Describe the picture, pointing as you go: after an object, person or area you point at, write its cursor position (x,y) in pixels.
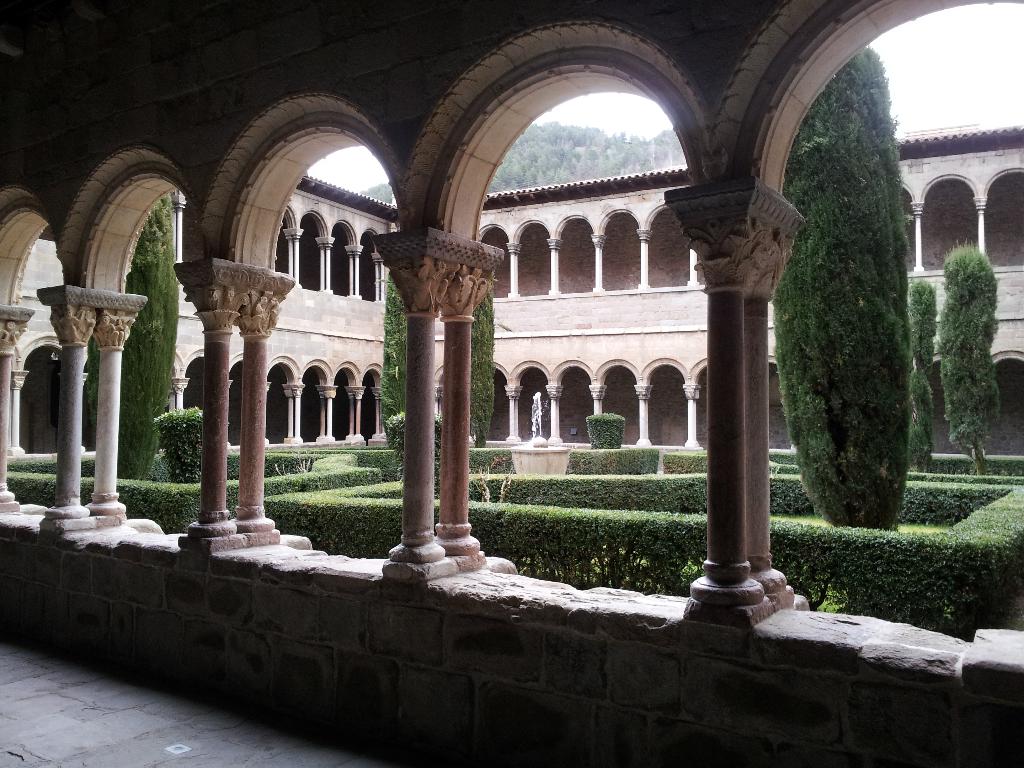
In the image in the center (480,430) we can see the sky (1014,32), clouds (1016,52), trees (981,305), plants (621,484), grass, buildings (567,301), pillars (4,430), roof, wall (576,205) and fountain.
